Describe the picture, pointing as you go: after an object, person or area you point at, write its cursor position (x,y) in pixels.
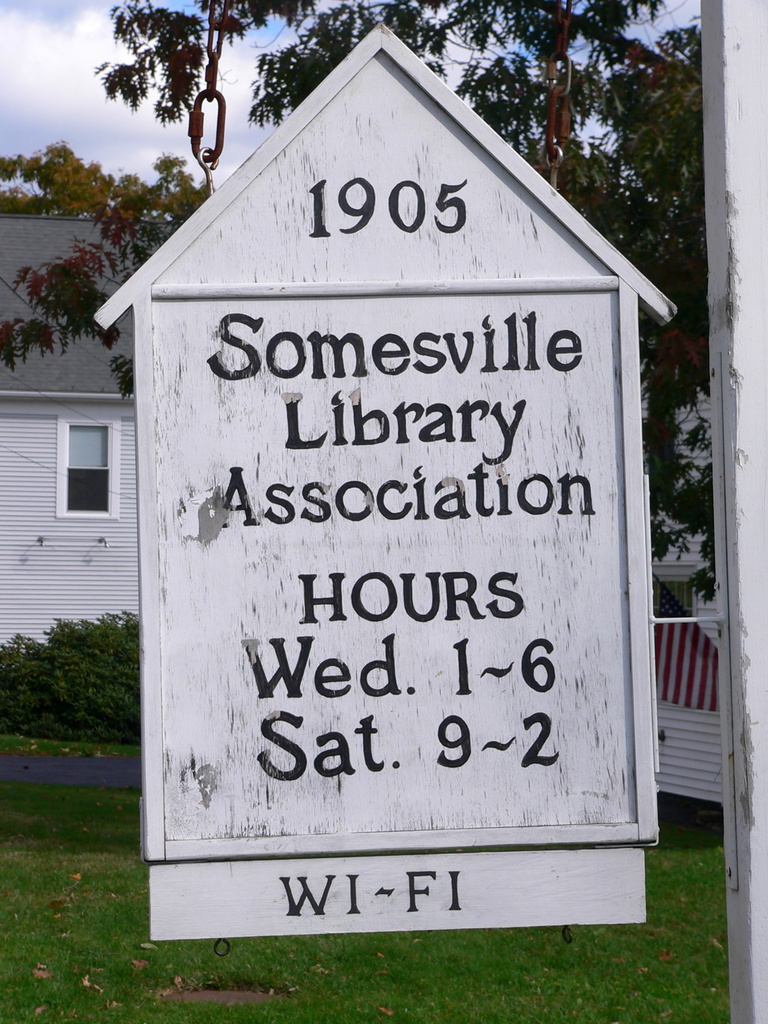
We can see board (487,532) with chains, on this board (486,437) we can see some information and we can see grass (312,985). In the background (105,197) we can see trees (45,326), houses (120,531), plants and sky (66,81) with clouds (96,71).
